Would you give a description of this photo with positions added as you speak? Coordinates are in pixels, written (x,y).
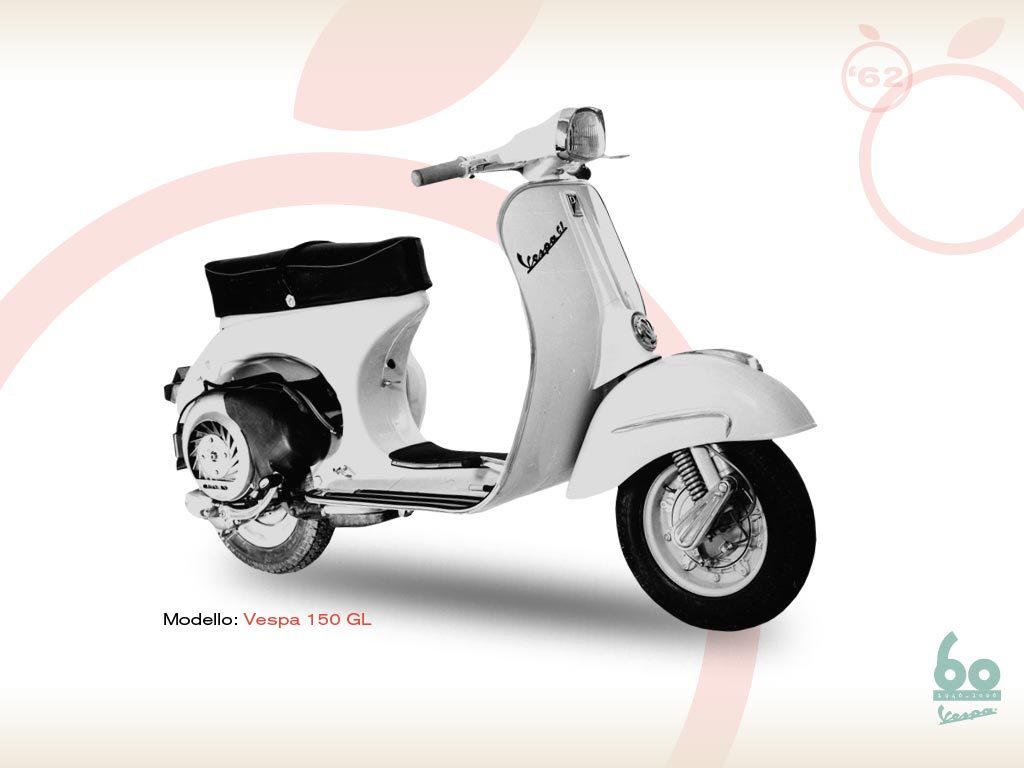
In this image there is a scooter (386,359). Below to it there is text (295,622) on the image. In the background (334,116) there is a design (752,654). In the bottom right (953,693) there are numbers (966,694) and text (969,718) on the image.
